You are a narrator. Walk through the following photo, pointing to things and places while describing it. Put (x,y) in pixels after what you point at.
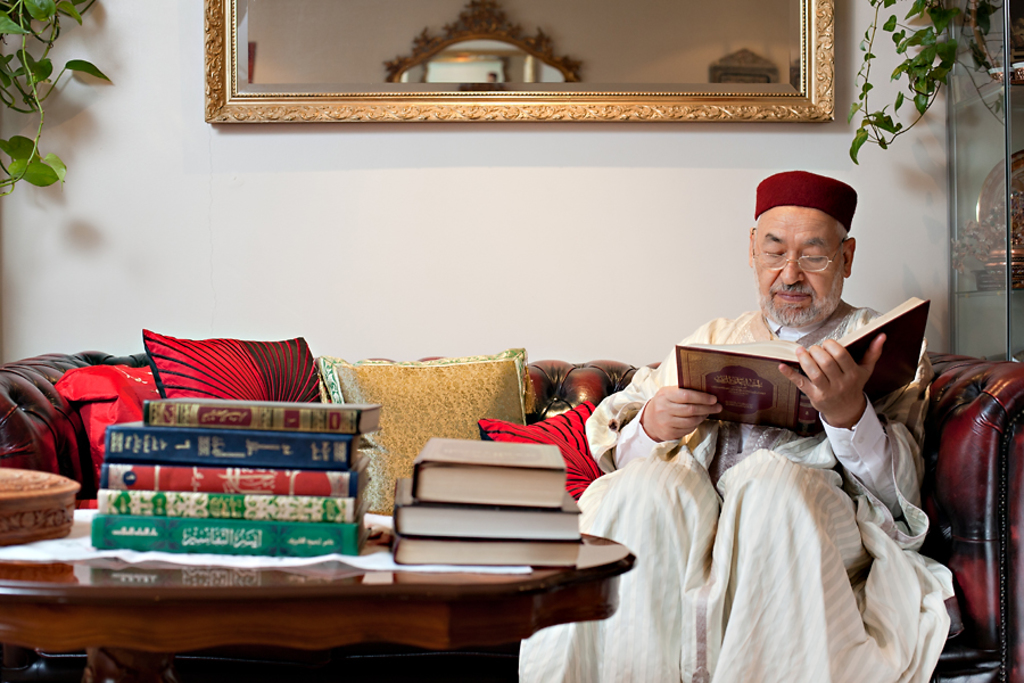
In this image a person (883,399) is sitting and holding a book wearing spectacles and cap (843,204) on his head (785,229). He is sitting on sofa (136,361) having some colourful cushions (100,377) on it. In Front of him there is a table (74,628) with some books (245,527) and bowl (71,479) is kept on it. At the left top corner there is a plant (4,18). In middle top of the image (797,97) there is a mirror (257,98). At the right side (895,2) top corner there is a plant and a shield (984,273) in the glass shelf (973,220).
